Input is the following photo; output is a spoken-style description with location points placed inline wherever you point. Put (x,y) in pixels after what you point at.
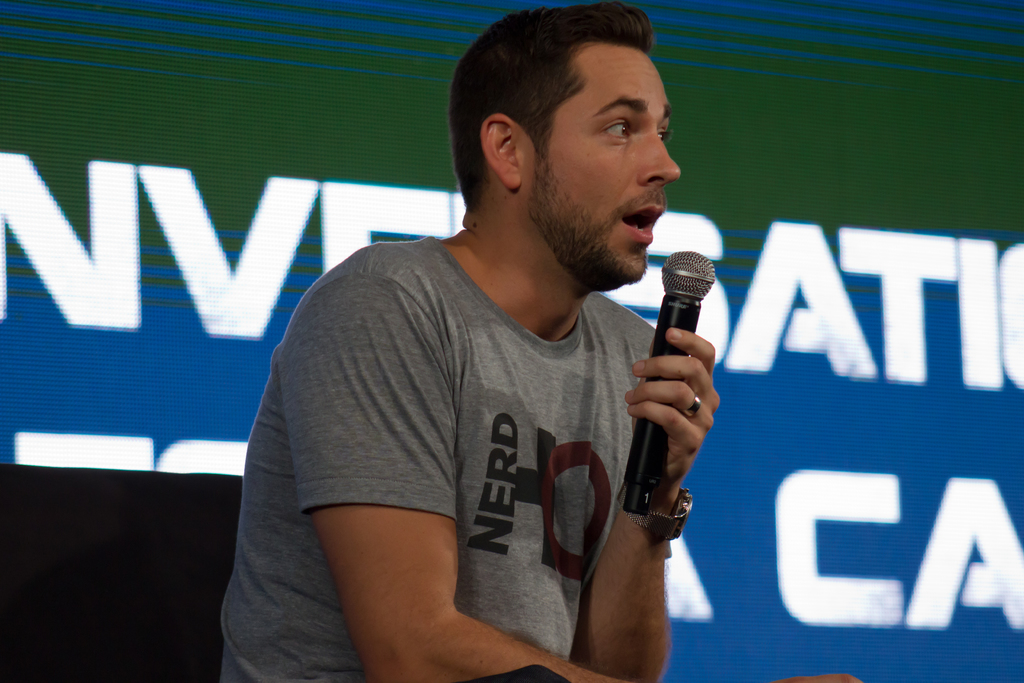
In this picture we can see a man (496,523) sitting on a chair (211,582) and speaking something on a microphone (659,337), in the background (814,278) we can see a digital screen (843,396), this man (489,419) is wearing grey color t-shirt (454,407) and a watch (670,523).
